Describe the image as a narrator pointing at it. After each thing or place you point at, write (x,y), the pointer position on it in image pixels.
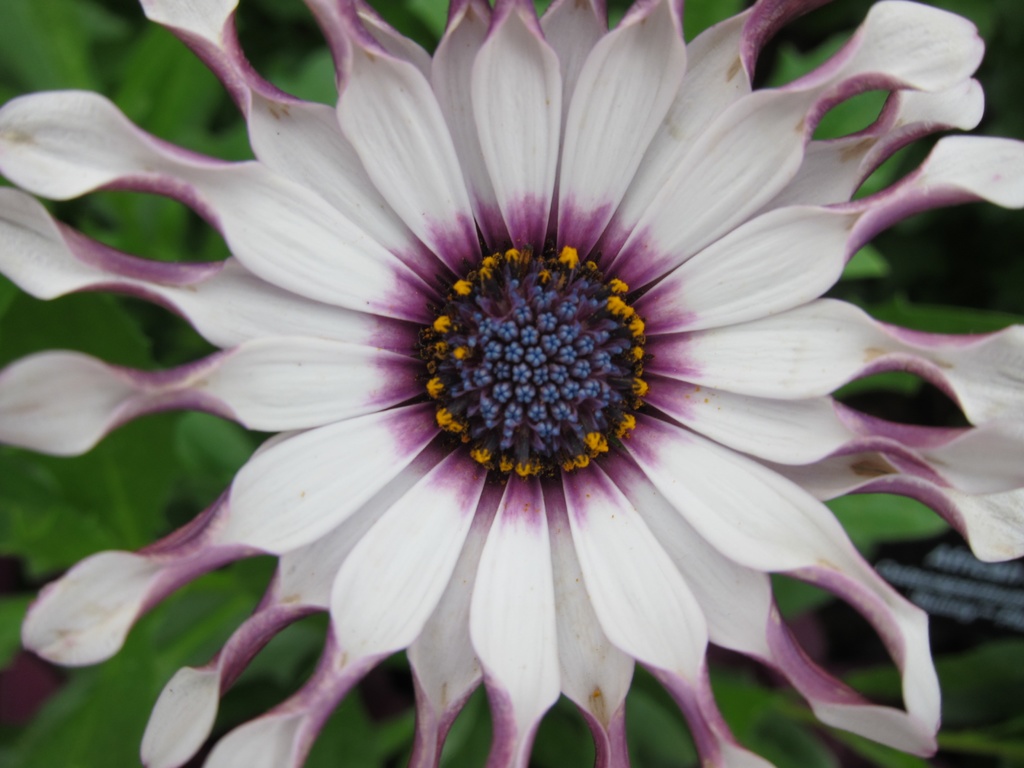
In this picture there is a flower (828,217) in the center of the image (491,320) and there are leaves (121,70) in the background area of the image (168,214).
